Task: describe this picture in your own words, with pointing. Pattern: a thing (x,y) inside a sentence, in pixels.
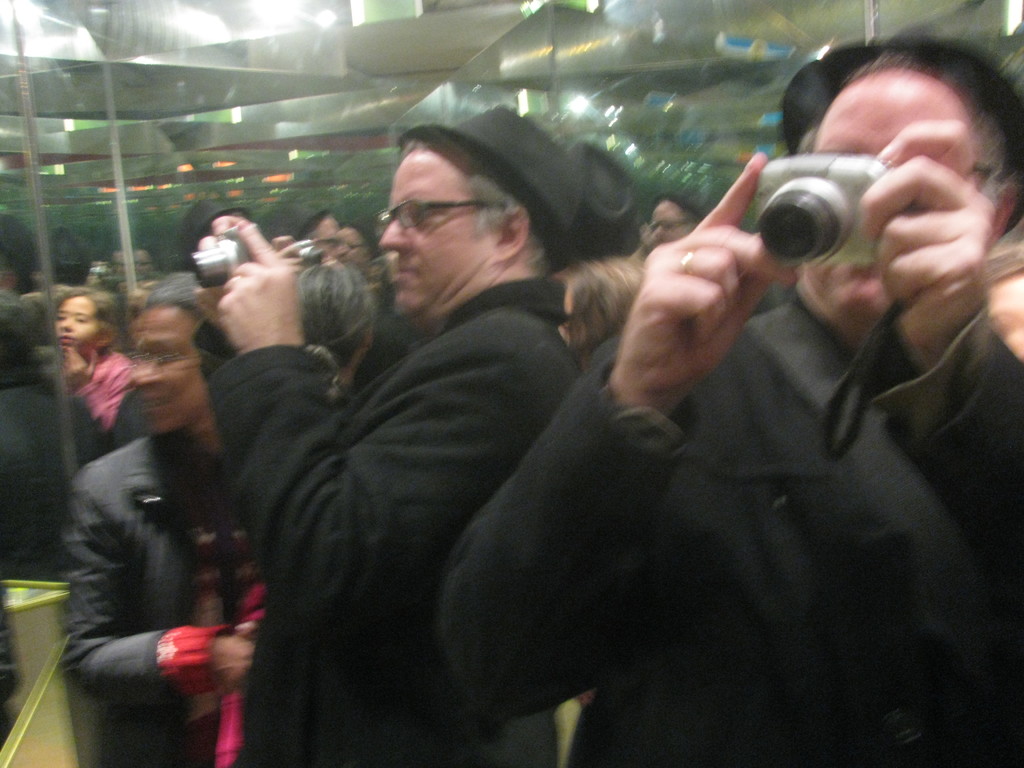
In this image i can see few people (779,293) holding a camera (793,235) in their hands (250,291) and in the background (128,565) i can see few people (169,411) standing.
